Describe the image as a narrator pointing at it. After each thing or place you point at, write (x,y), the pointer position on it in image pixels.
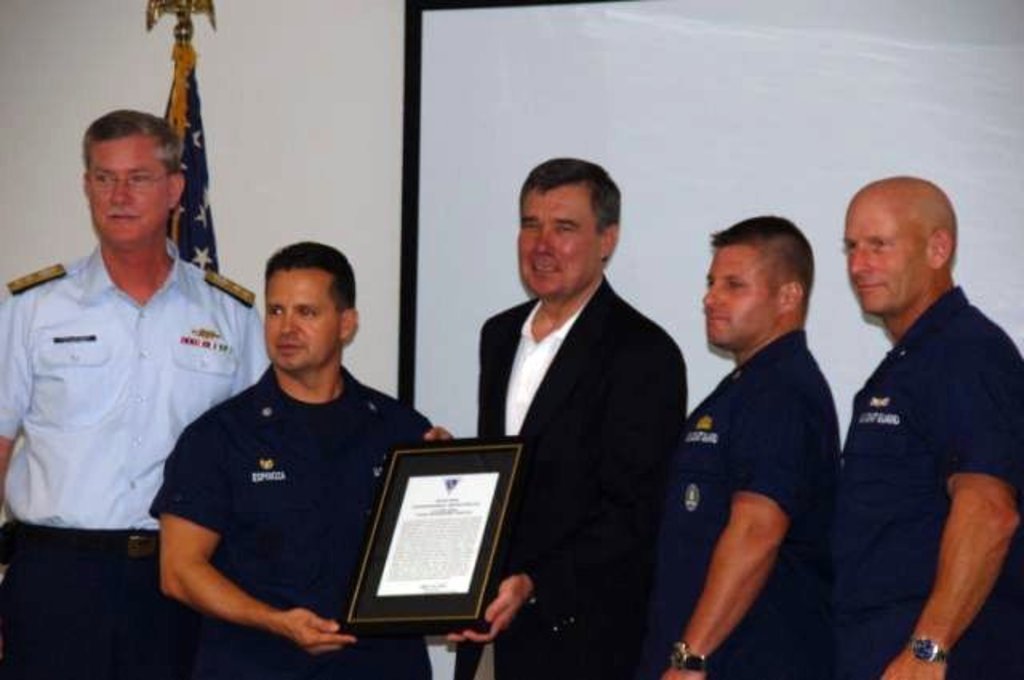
There is a group of persons (654,484) standing at the bottom of this image (579,478). The persons (525,480) standing in the middle (519,450) is holding a frame (424,536). There is a wall (335,183) in the background (283,167). There is a white color board (464,141) on the right side of this image (761,155) and there is a flag (195,100) on the left side of this image (197,95).
